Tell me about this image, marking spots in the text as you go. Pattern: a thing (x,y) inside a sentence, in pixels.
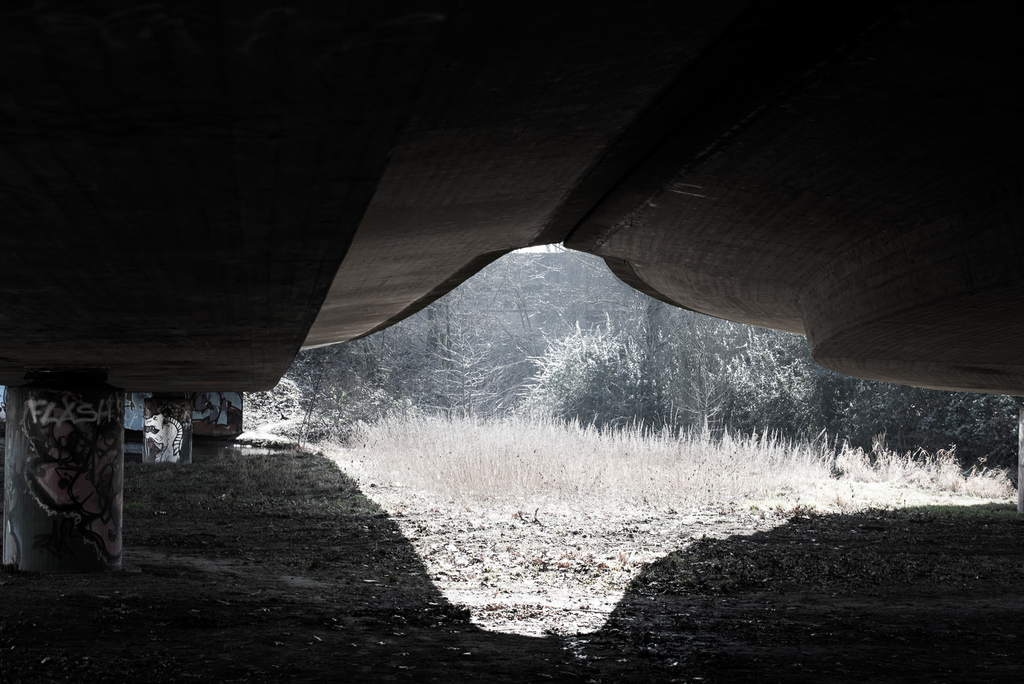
In this picture I can observe a bridge (560,184). On the left side (80,430) I can observe pillars (151,436) of bridge (106,437). In the background (517,401) there are trees (560,348) and some plants (537,441) on the ground (585,434).
